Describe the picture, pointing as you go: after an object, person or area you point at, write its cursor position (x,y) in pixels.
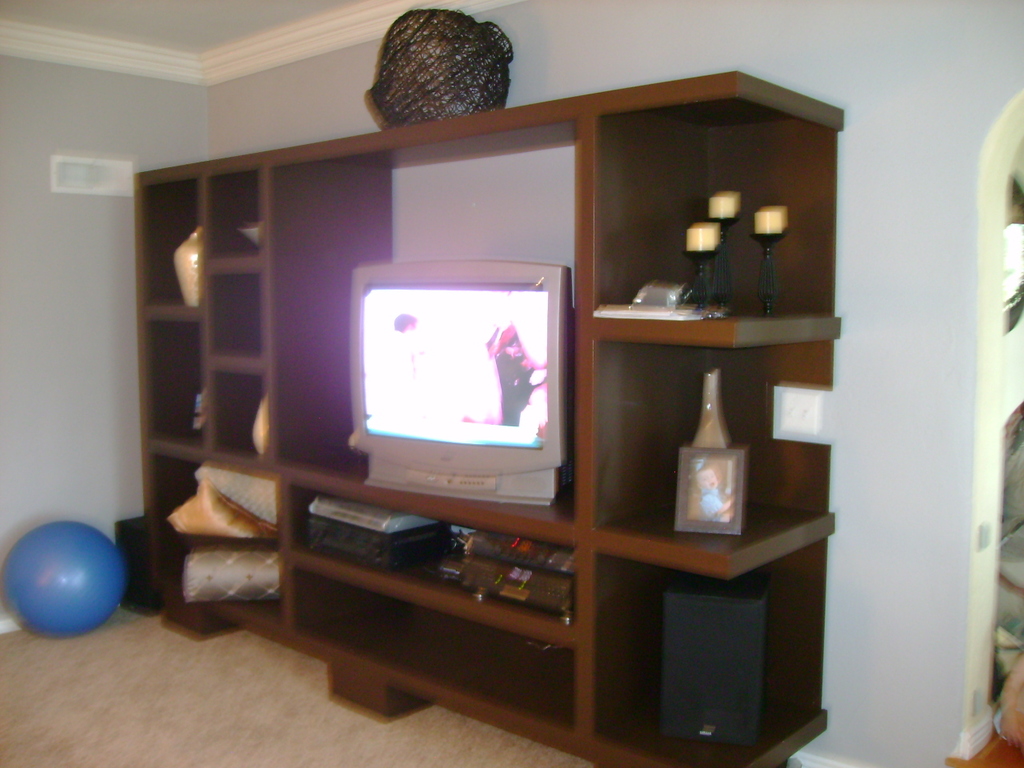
This is a wooden box (787,194) where a television (550,373) is kept in the center (541,272). A photo frame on the right side (708,506) and a speaker (702,589) as well. A jar (190,261) is kept on the left side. A blue color ball (76,593) which is kept on the floor (138,706).
